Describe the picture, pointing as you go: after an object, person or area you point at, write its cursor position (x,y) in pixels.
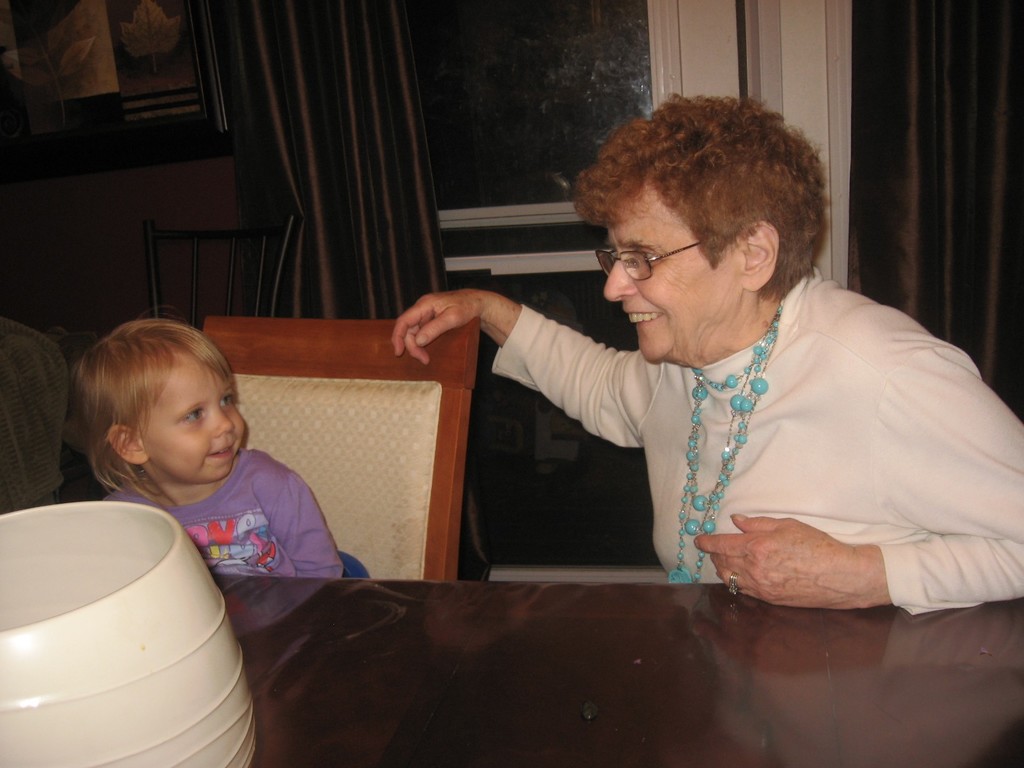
In this image there is a woman (688,560) and a kid (266,564) sitting on chairs (378,445) in front of them there is a table (390,586), on that table (475,760) there is a bowl (124,650), in the background (810,12) there is a window (708,55) and a curtain (385,154).
